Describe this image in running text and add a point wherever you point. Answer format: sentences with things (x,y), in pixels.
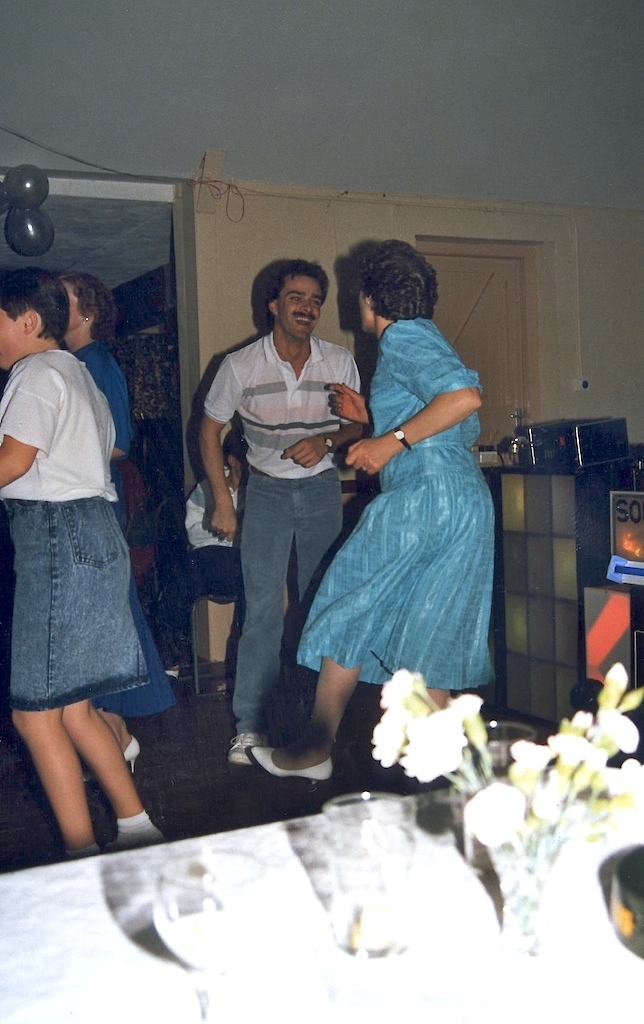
In this picture I can see four persons (371,562) standing, there are glasses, flower vase (398,685) and some other items (623,907) on the table (57,979), there are balloons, and in the background (179,192) there is a door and a wall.
